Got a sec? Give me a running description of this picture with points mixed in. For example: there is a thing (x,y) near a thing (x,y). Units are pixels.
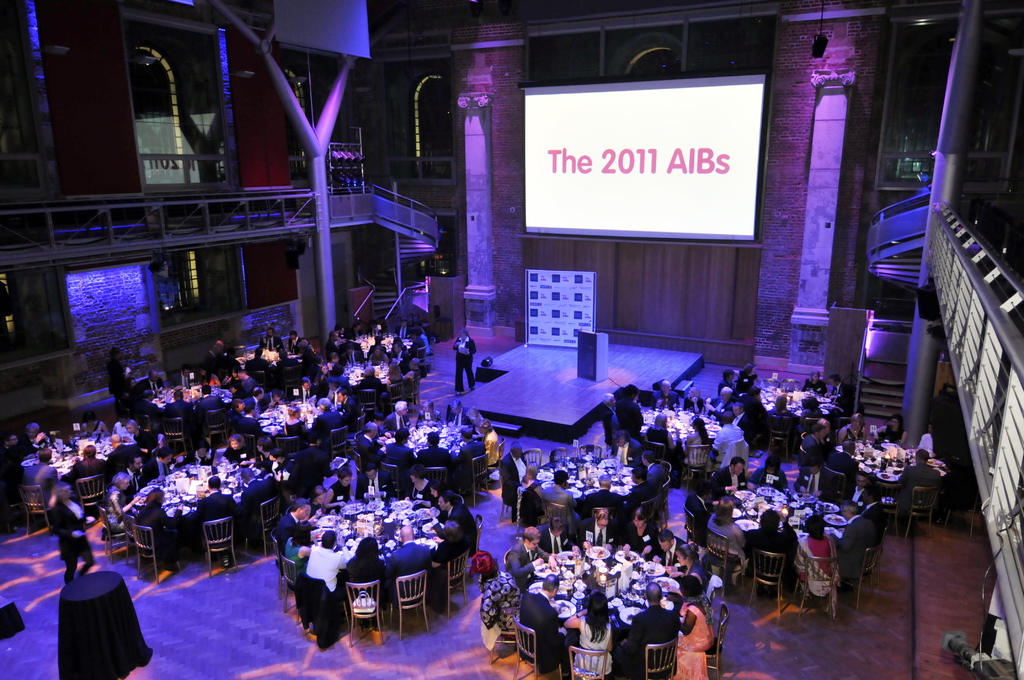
In this image I can see group of people (317,469) sitting, in front I can see few plates (428,510), glasses (337,519) on the table (327,527). I can also see a person (470,341) standing wearing black color dress (468,369), a podium (584,358), a board (563,299) in white and blue color, a projector screen (635,234) and I can also see a glass door (160,138).
